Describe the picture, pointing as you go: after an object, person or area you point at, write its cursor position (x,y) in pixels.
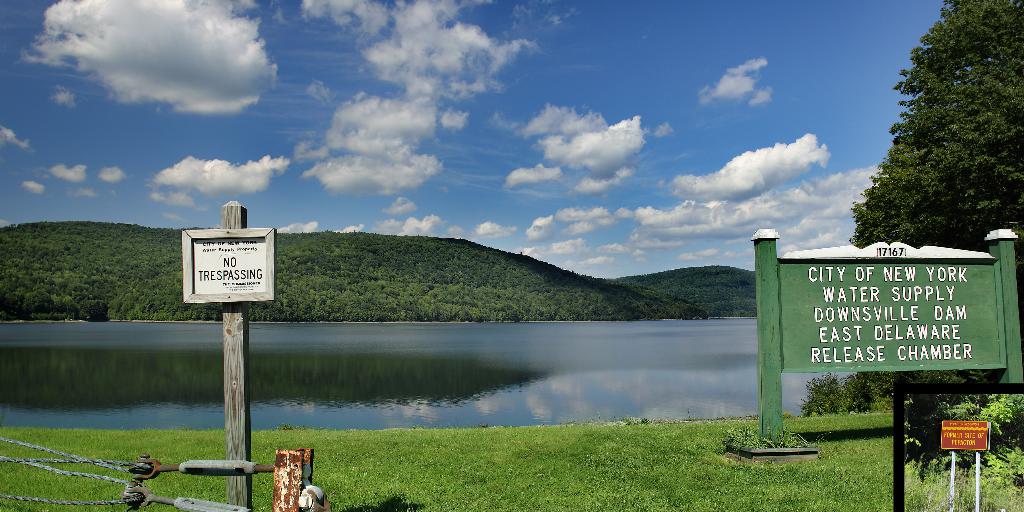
In the picture we can see a grass surface (763,483) on it, we can see some warning boards (794,343) and in the background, we can see water (583,368) and far from it, we can see hills (87,275) with trees (376,284) and plants (376,284) and behind it we can see a sky (273,164) with clouds (604,212).
